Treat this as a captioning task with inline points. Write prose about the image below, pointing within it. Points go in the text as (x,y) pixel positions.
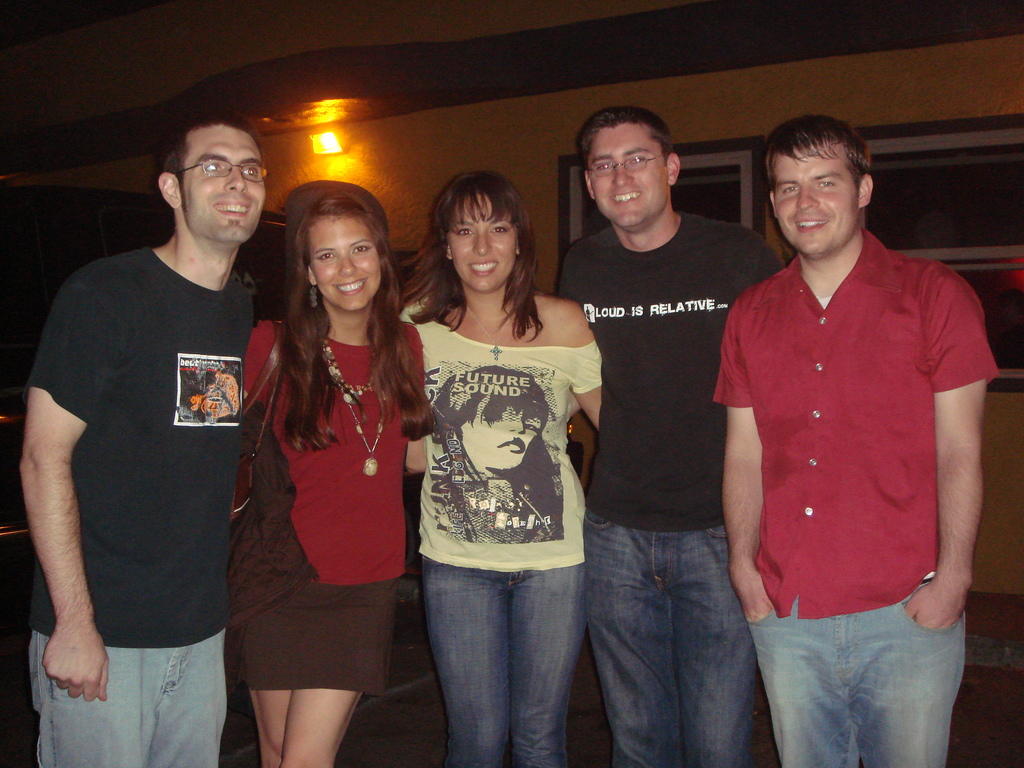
In this image in the center (478,448) there are a group of people (487,409) who are standing and smiling, and in the background (1009,304) there are some windows (942,157) on the wall (395,207) and light (323,137) and wall (413,137). At the bottom (403,714) there is floor (381,749).
